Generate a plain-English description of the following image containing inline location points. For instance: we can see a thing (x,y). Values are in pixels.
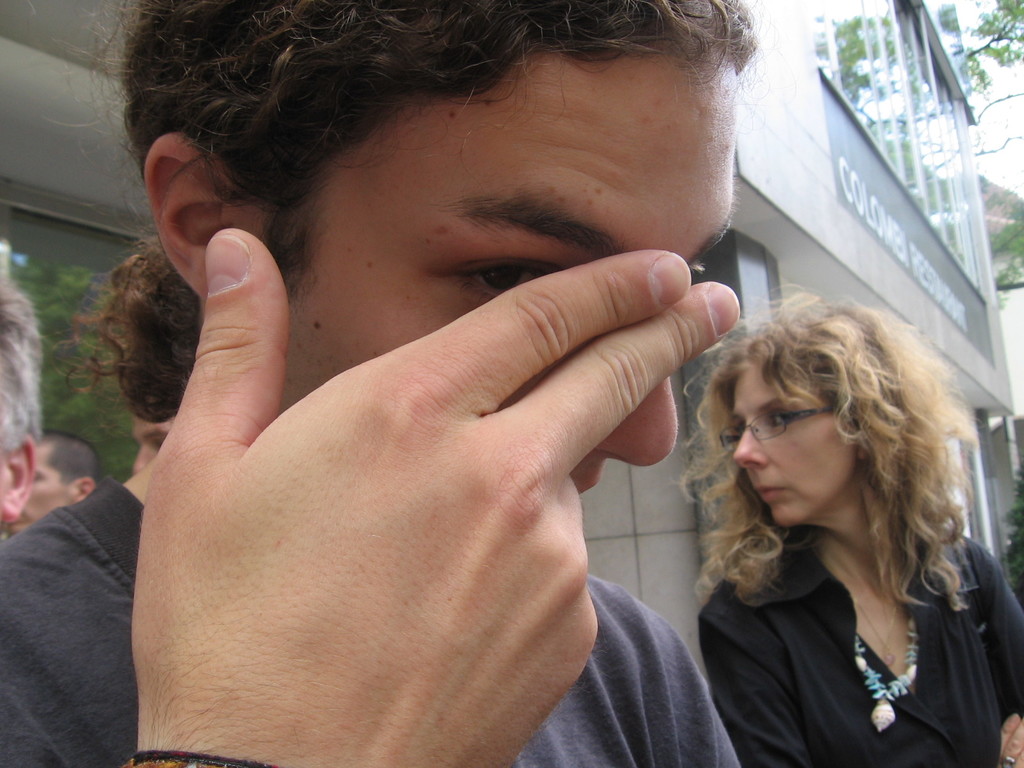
In this image we can see a few people (255,620), behind them, we can see a building (834,137), on the building (875,211), we can see the text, there are some trees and also we can see the sky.
